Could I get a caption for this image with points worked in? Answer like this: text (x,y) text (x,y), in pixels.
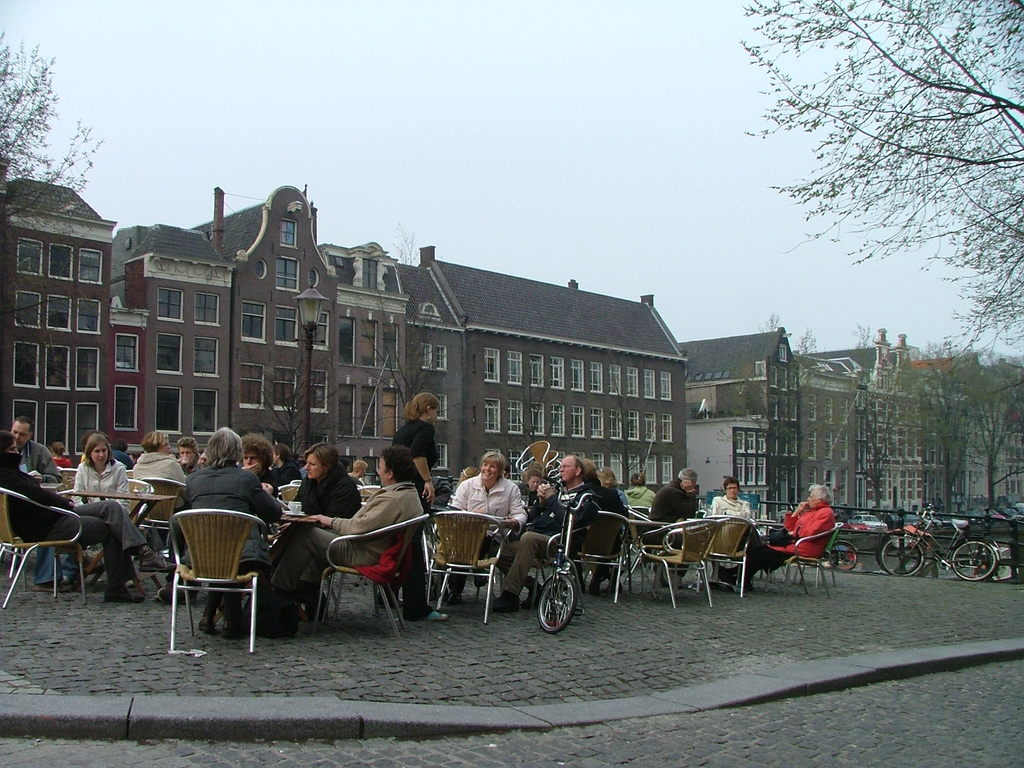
Most of persons (100,517) are sitting on chairs (584,540). In-front of them there are table (86,497). Beside this chair (585,556) there is a bicycle (564,578). Far there is a bicycle (932,544) in-front of this fence (878,508). We can able to see buildings (282,367) with windows (282,325). This lamp light (307,319) with pole (307,355). We can able to see trees (938,430). In-between of this person's (406,478) a woman (432,482) is standing.
